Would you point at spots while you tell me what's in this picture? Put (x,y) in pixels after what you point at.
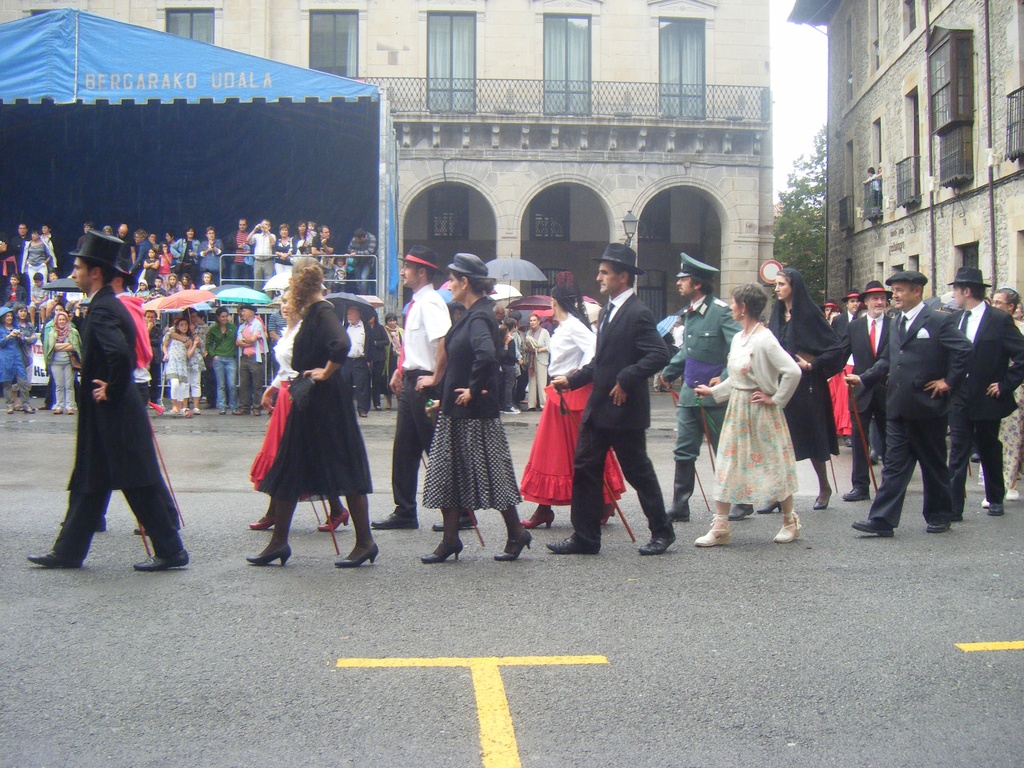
In the foreground of this image (501,450), there are persons (304,469) walking and holding sticks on the road (682,587). In the background (410,232), there are persons (276,309), few are holding umbrellas (212,292) and few are standing under the tent (319,95) and we can also see two buildings (860,218), a tree (803,211) and the sky (788,107).
